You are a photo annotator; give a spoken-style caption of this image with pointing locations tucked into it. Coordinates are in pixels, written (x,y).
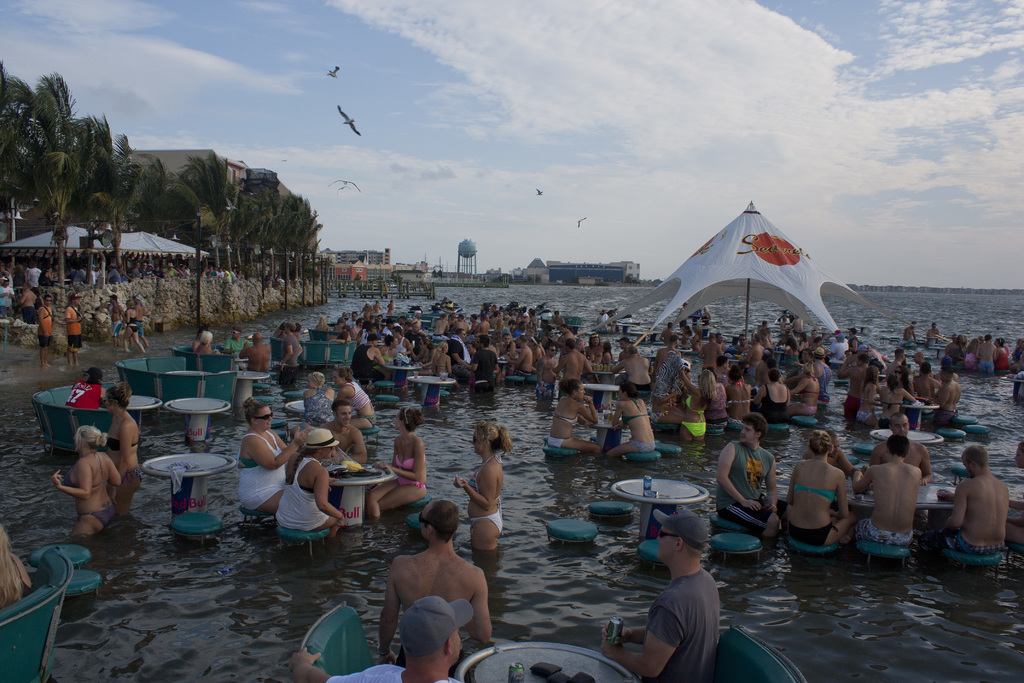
In this image there is the sea (661,474), in that sea (223,477) there are tables (233,470), around the tables (624,491) there are chairs (183,392), on that chairs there are people (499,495) sitting, in the middle (675,297) there is an umbrella (746,296), in the background (45,309) there are trees (247,232), buildings (599,266) and people (129,332) standing and there is the sky (528,100).
